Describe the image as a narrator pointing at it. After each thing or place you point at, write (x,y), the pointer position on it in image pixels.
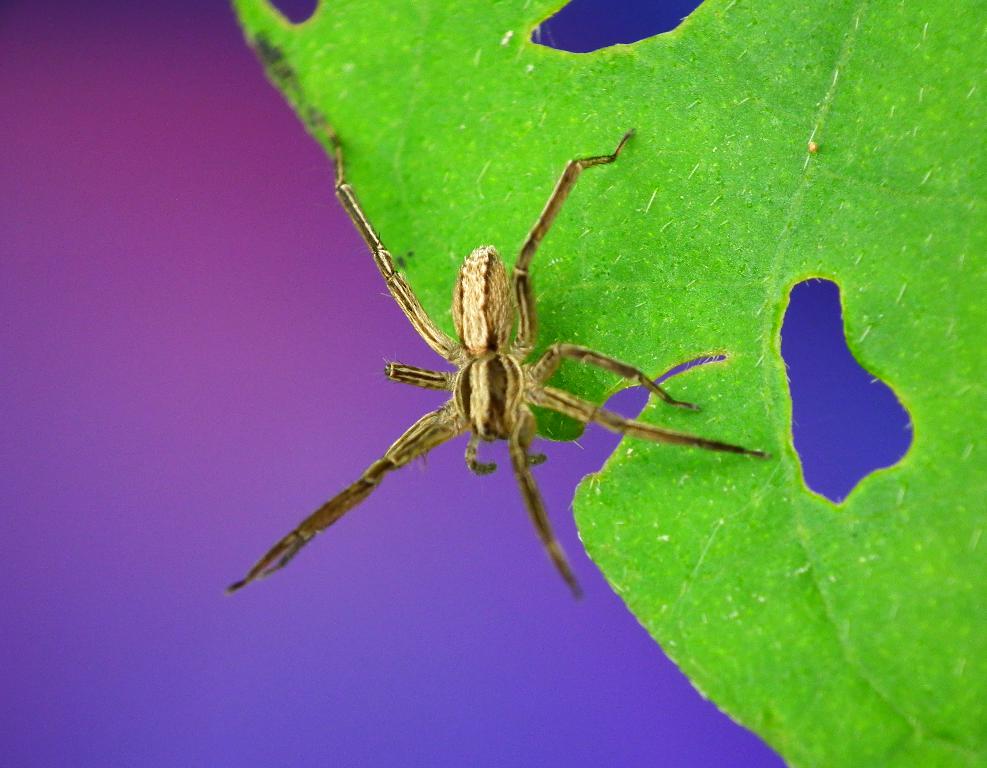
In this image we can see a spider (473,331) on a leaf (643,287). In the background (385,649) it is in blue and pink color.
